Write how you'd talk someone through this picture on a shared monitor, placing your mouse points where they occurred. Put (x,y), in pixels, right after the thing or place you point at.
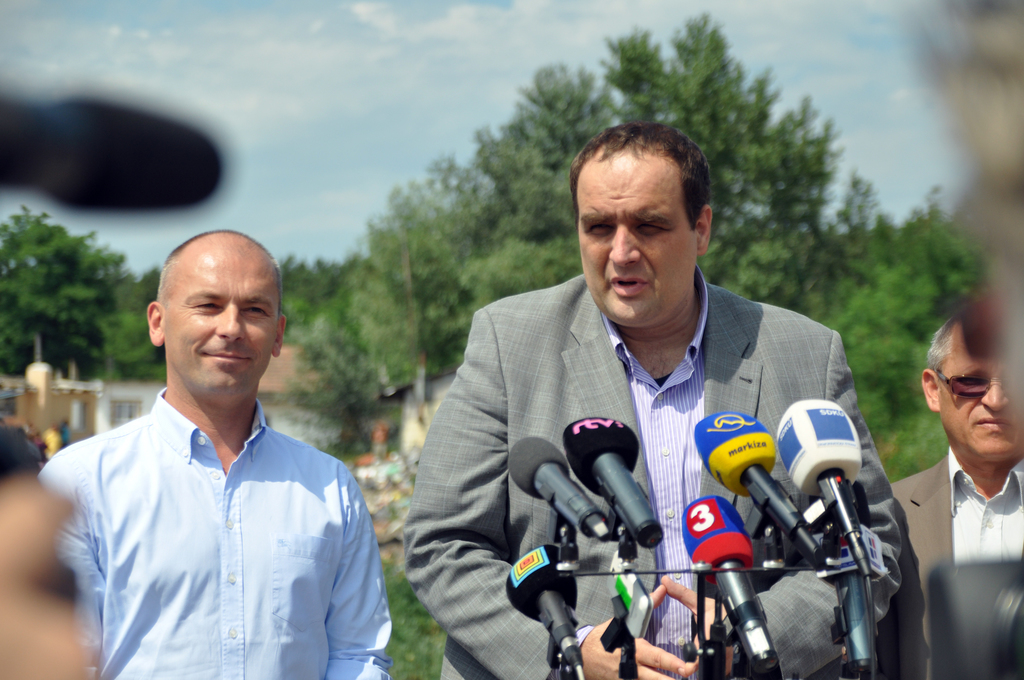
There are three men (617,410) standing. These are the mikes (847,518), which are kept on a stand (697,617). In the background (374,426), I can see the trees (481,226) and houses (129,385). This is the sky (284,125). On the left side of the image (117,118), that looks like a mike (145,174).
